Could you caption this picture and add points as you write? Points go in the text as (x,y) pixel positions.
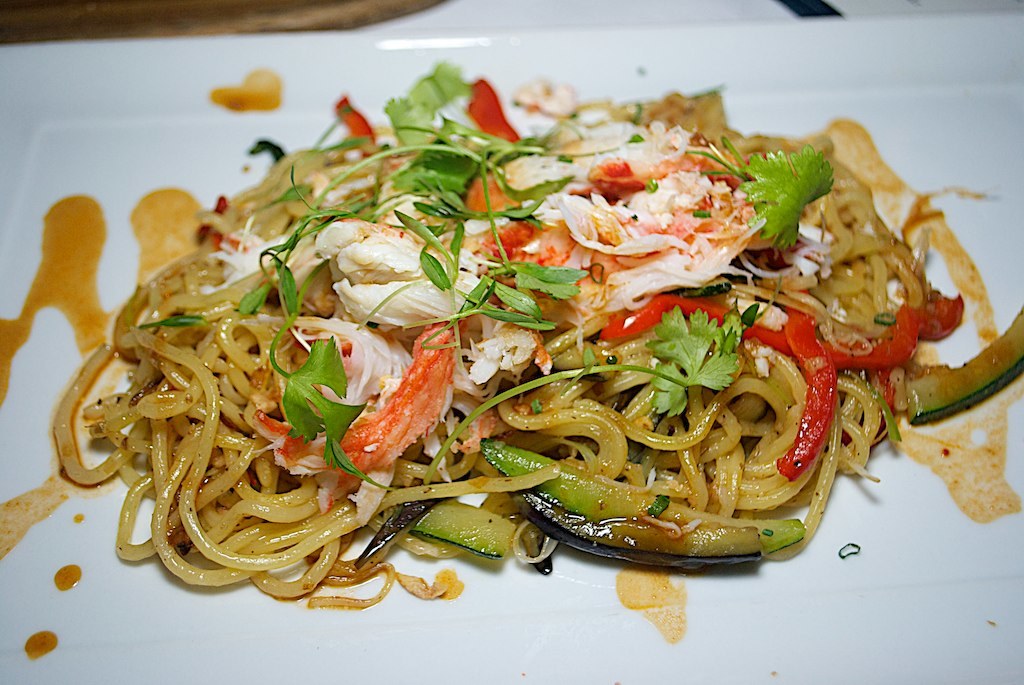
In this image there is a food item (697,380) on the plate (66,639).
